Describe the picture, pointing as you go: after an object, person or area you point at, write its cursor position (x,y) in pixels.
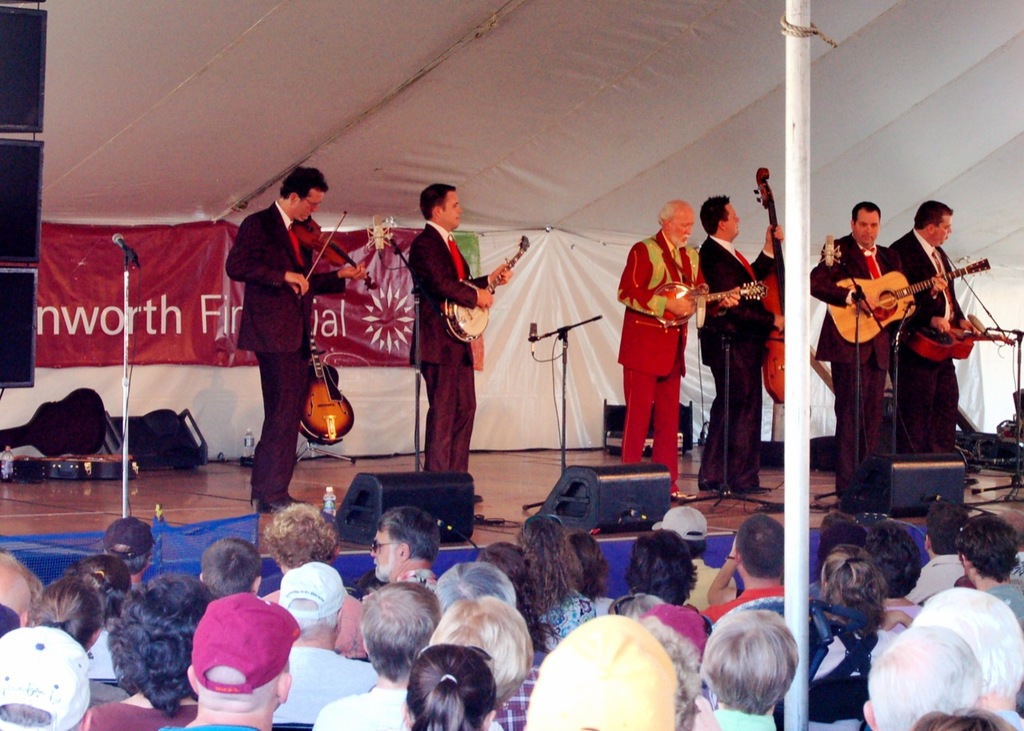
As we can see in the image there is a white color cloth (442,135), few people (268,330) standing on stage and holding instruments (525,236) in their hands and there are people (133,724) watching them.
